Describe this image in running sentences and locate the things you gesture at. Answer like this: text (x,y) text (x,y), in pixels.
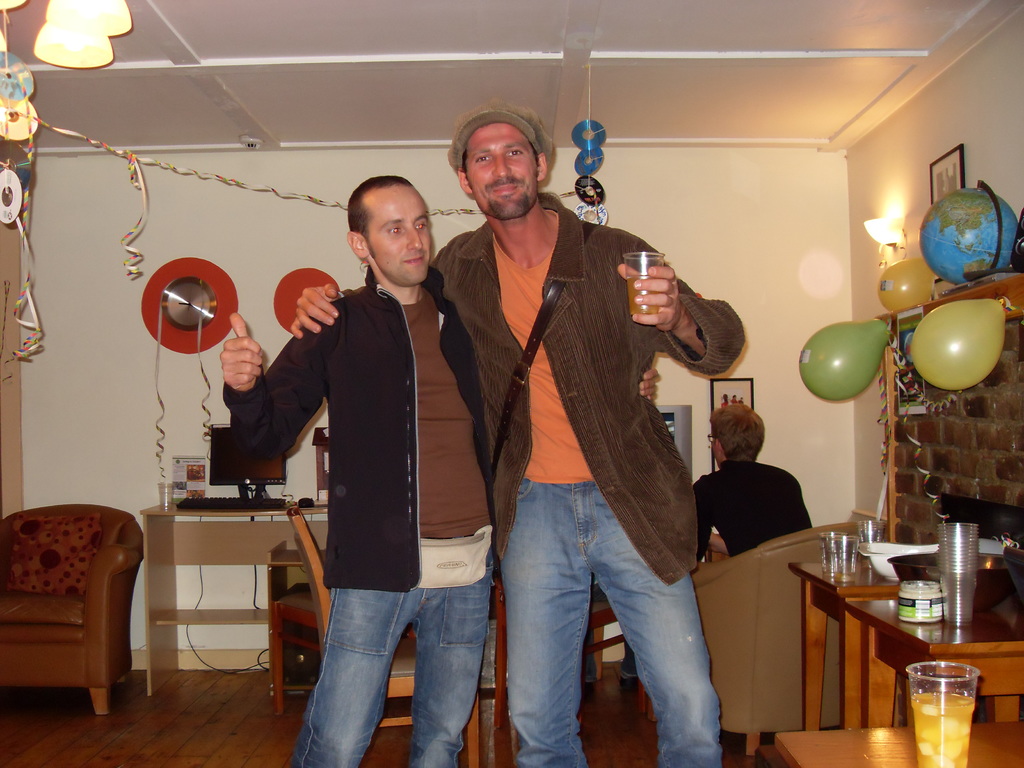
There are people (477,420) standing as we can see in the middle of this image (502,400). The person (571,430) standing on the right side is holding a glass (632,308). We can see another person (711,543) sitting on the chair (780,554). We can see a computer (258,463) and other objects (260,503) are on the table (270,511), and chairs (278,634) on the left side of this image (159,622). There is a wall (268,215) in the background (700,193) and we can see a globe (943,256), balloons (931,316) and a lamp (894,251) is on the right side of this image (861,380).
